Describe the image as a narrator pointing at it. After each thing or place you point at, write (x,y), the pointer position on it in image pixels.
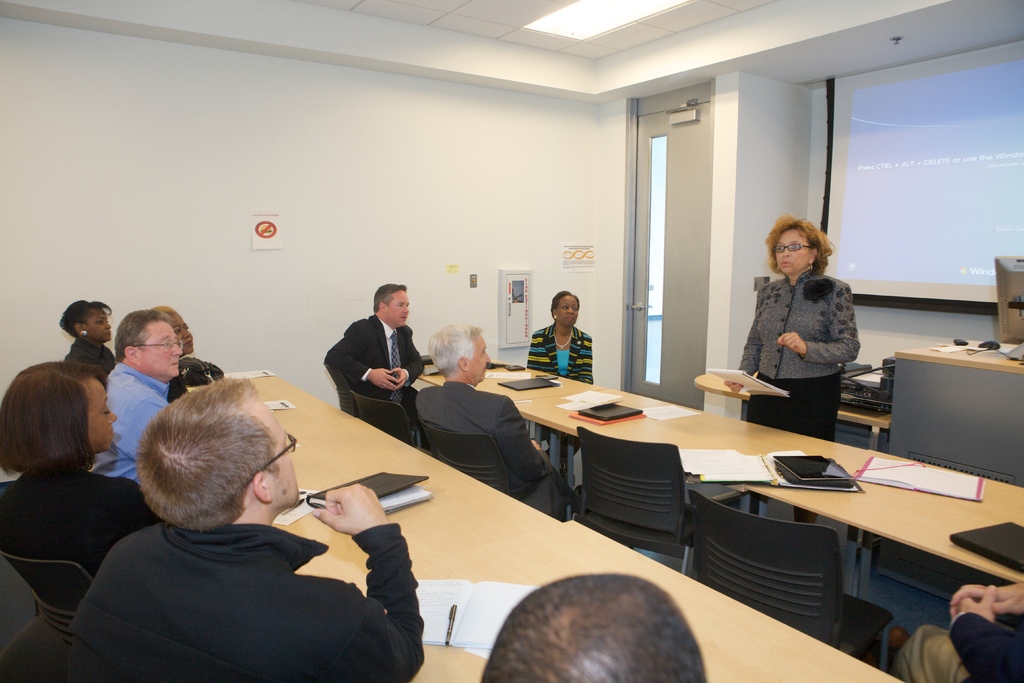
This picture is kept in a conference hall (595,343). Woman (839,343) standing on right of the picture (809,306) wearing grey jacket (787,350) is holding book (778,389) in her hand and she is talking to the people (147,361) on the opposite side. Here, we see many people (119,449) sitting on chair (47,594) in front of table (734,646) on which book (436,613), pen (452,617), and file (975,533) are placed. On the right corner of the picture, we see the projector screen (902,157) in which text (887,170) is displayed and on background (420,113), we see a white wall (540,231). Beside that, we see grey door (670,283).
